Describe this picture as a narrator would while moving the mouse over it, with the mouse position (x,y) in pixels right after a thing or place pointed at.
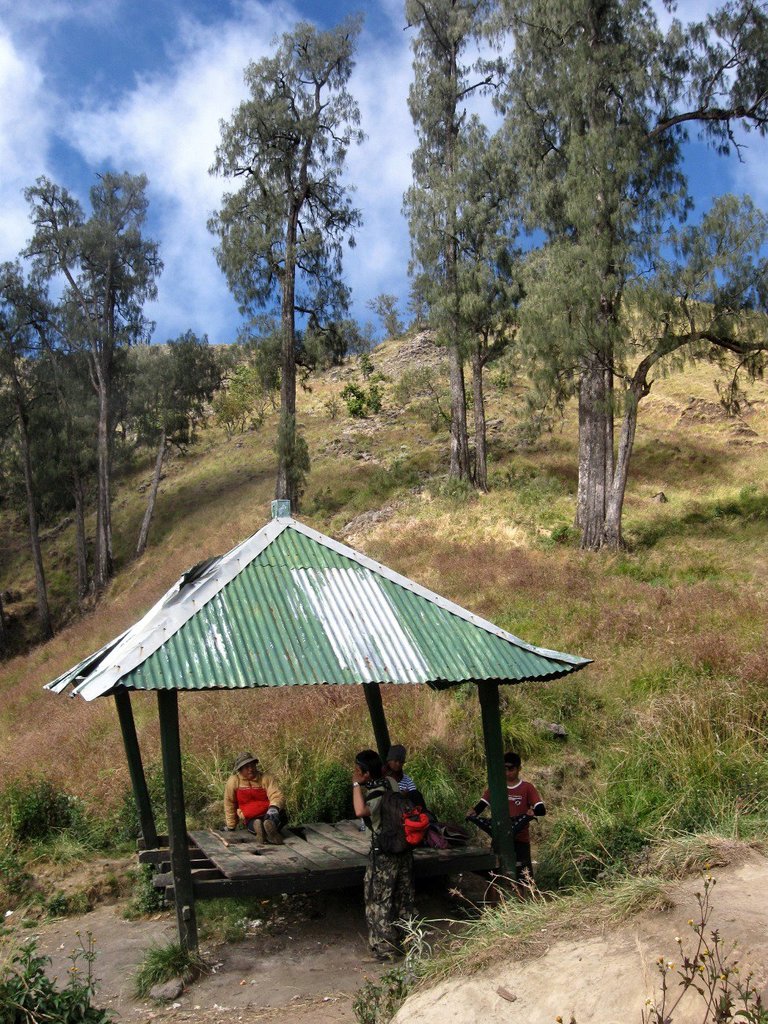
In this picture, it looks like a pergola (304,671). In the pergola (283,642), there is a group of people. Behind the pergola (253,656) there are trees (273,364), grass (408,374) and the sky (164,131).
